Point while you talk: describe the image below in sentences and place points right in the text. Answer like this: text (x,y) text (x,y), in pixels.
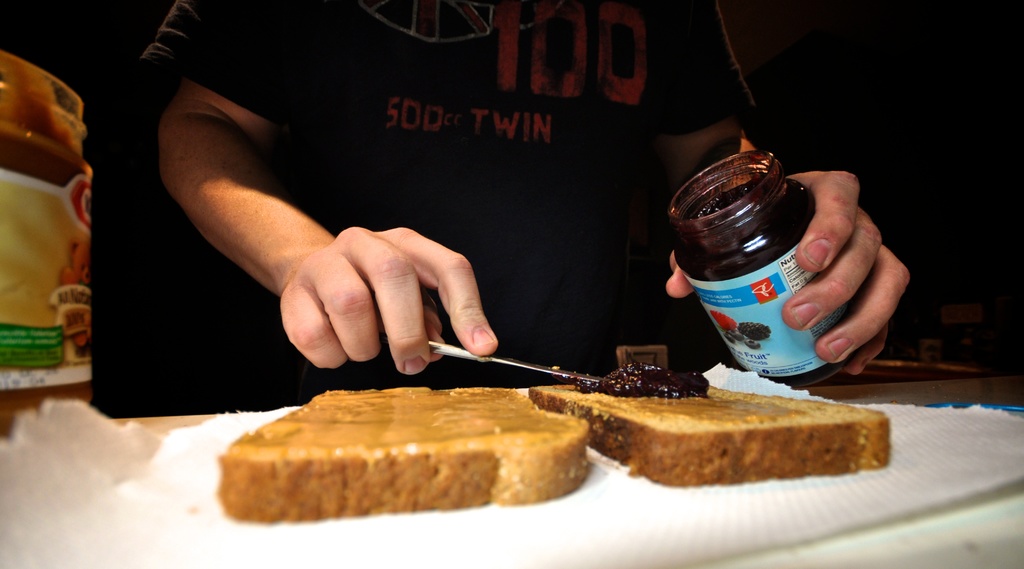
In this image there is a table (1004,558) towards the bottom of the image (952,446), there are tissue papers (688,513) on the tables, there is bread (555,431) on the tissues (858,501), there is a bottle (40,239) towards the left of the image (34,276), there is a person (517,173) standing towards the top of the image (490,100), he is holding an object (717,282), the background of the image (912,67) is dark.
